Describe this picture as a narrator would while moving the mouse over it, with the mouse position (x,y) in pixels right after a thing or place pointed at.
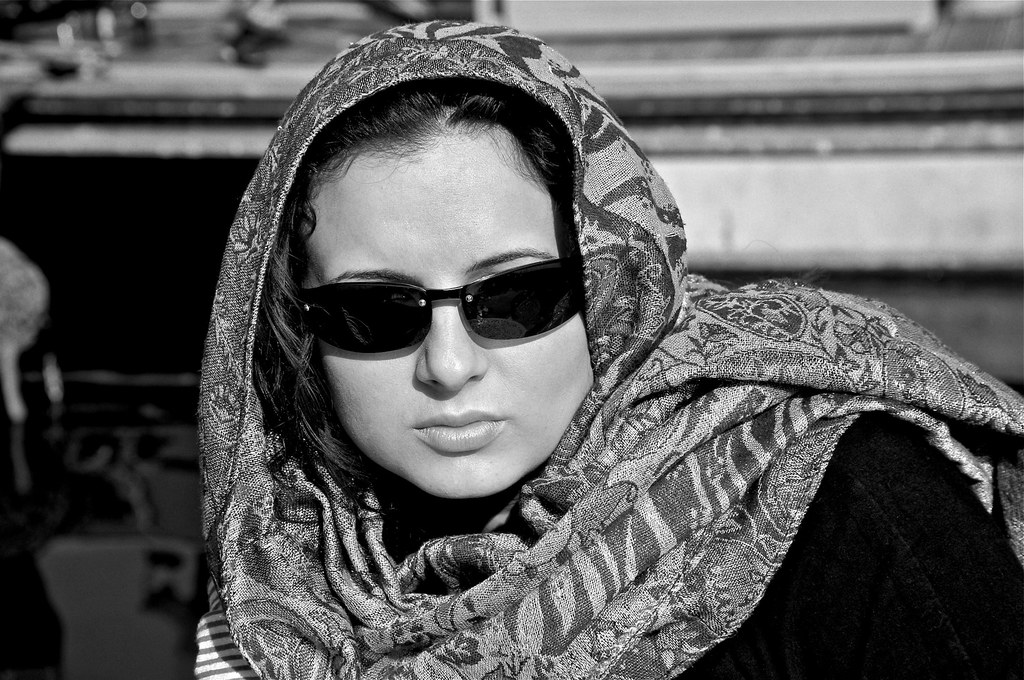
This is a black and white image. In this image we can see women (412,397) wearing spectacles (343,321).
